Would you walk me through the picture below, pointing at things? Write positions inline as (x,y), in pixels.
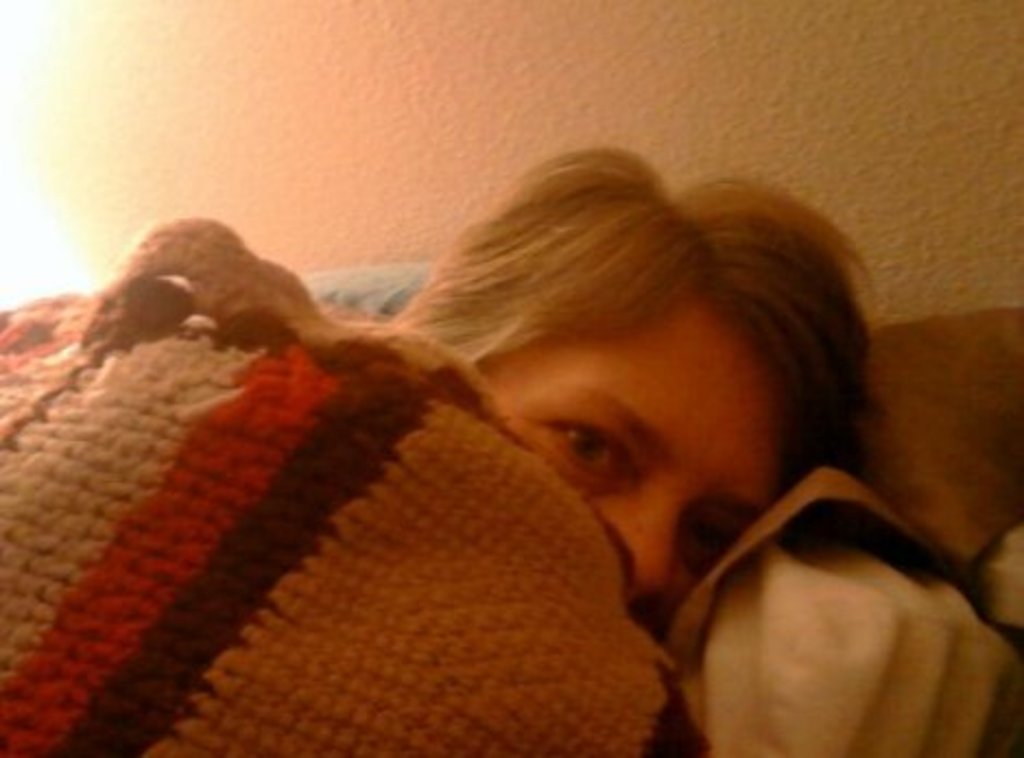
In this image we can see a person (644,602) lying holding a blanket (467,585). On the backside (866,275) we can see a wall (750,152).
